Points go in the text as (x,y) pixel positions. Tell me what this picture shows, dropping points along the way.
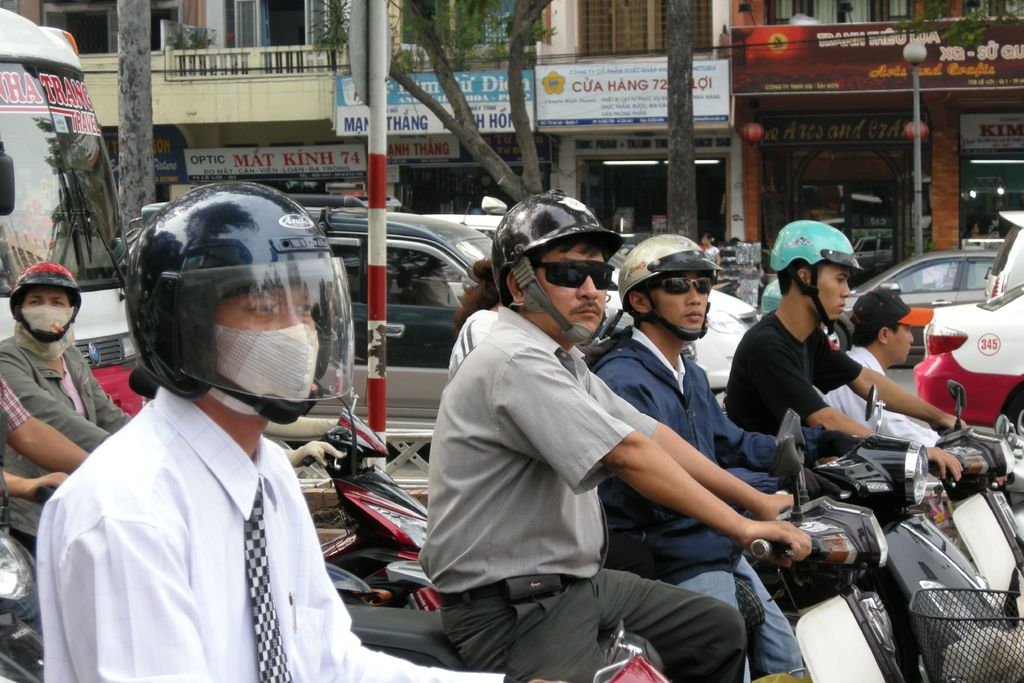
In this image, there are group of people (455,591) sitting on the bike (407,591) and wearing helmet (595,233) and goggle (602,273) and moving on the road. Behind that bus (42,139) and car (440,246) visible which is also moving on the road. In the background (986,213) shops (592,96) and buildings (838,96) are visible. On that windows (95,33) and door (302,35) are visible. On all shops (340,111), there are boards (565,123). And in the middle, tree trunk (680,131) is visible. This image is taken on the road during day time.
